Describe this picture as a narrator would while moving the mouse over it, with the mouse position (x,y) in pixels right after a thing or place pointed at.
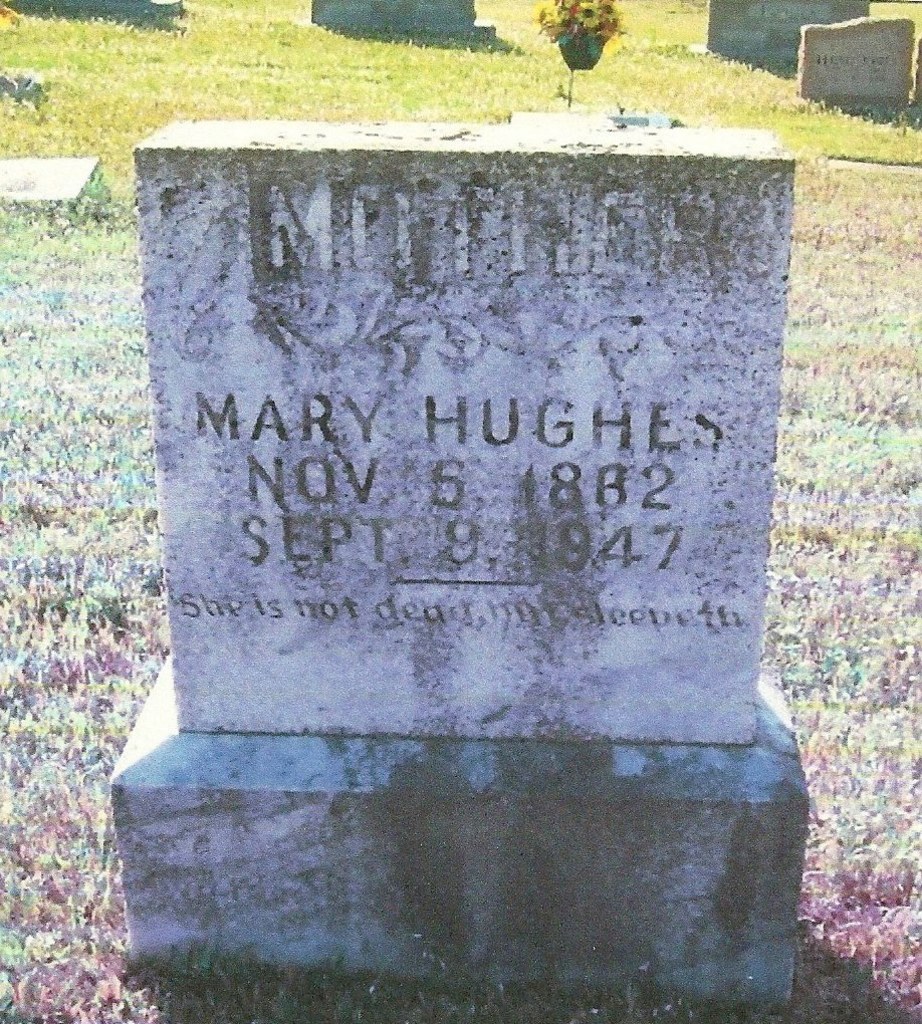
In this picture we can see a headstone (381,638) on the grass (97,966) and behind the headstone (454,375) there are some other headstones (813,31).
